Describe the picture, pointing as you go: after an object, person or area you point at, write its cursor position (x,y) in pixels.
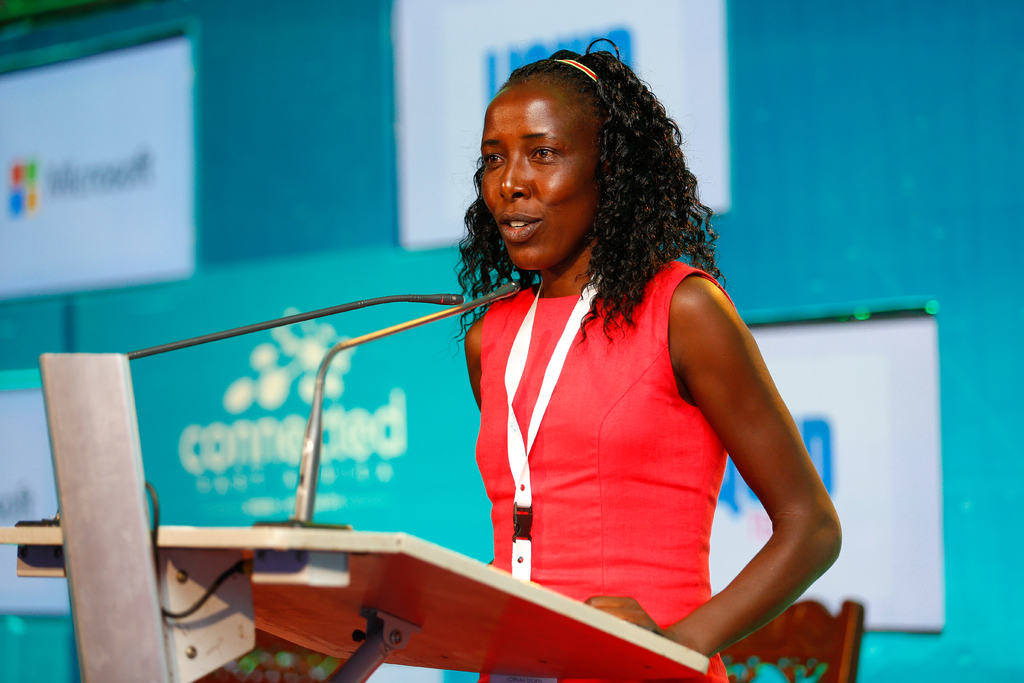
Here I can see a woman (640,451) standing in front of the podium (491,624) facing towards the left side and speaking on the microphone (282,322). In the background (783,164) there is a screen (720,112) on which I can see some text (208,455).
